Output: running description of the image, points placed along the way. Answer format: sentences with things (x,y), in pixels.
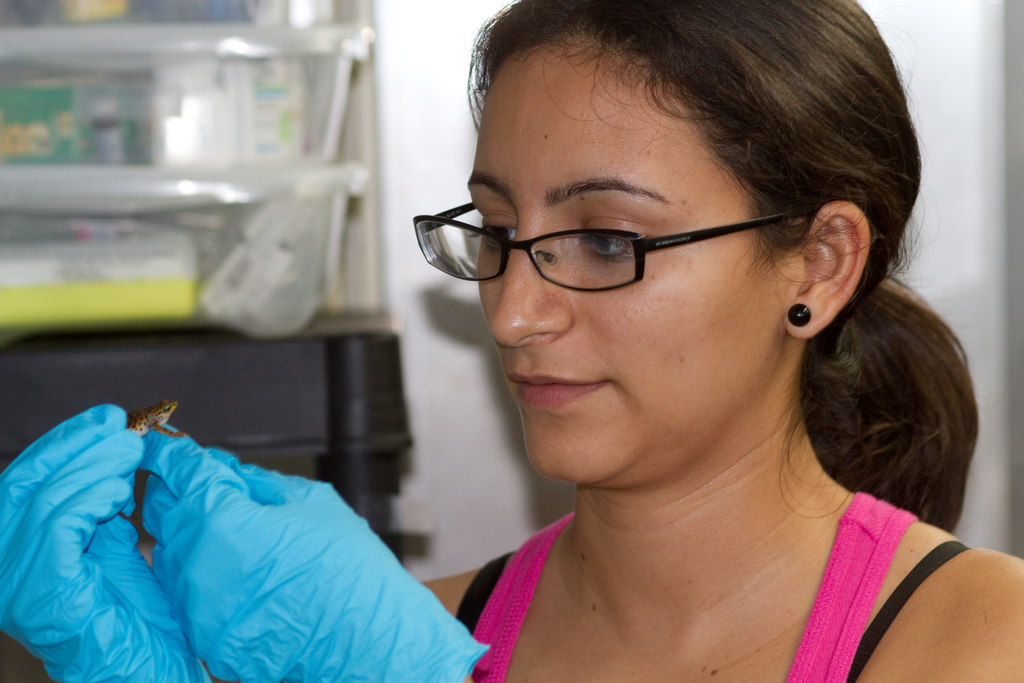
In this image, we can see a person (531,448) wearing gloves (326,593) and holding a frog (146,418) with her hand (92,492). There are boxes (199,322) on the left side of the image (208,358).
